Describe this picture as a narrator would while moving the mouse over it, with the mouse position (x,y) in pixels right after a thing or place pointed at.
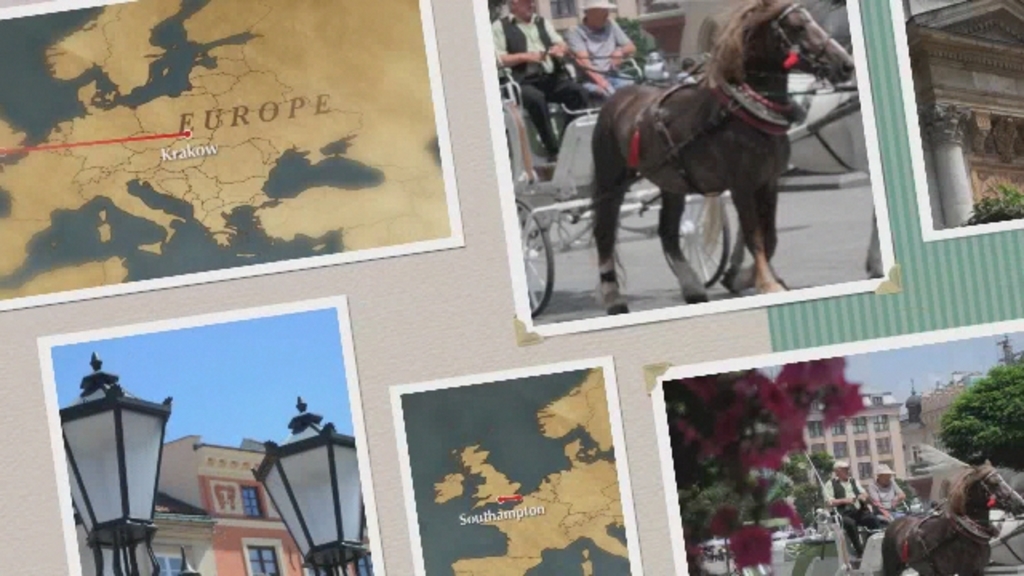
This is a collage image, in this image there are six photos (433,515), two photos (298,83) are maps (434,506), two are horse cart (719,181) two persons (881,499) are riding horse cart (829,513), in one picture there is a building (981,187) in another picture there are lights (274,476).
